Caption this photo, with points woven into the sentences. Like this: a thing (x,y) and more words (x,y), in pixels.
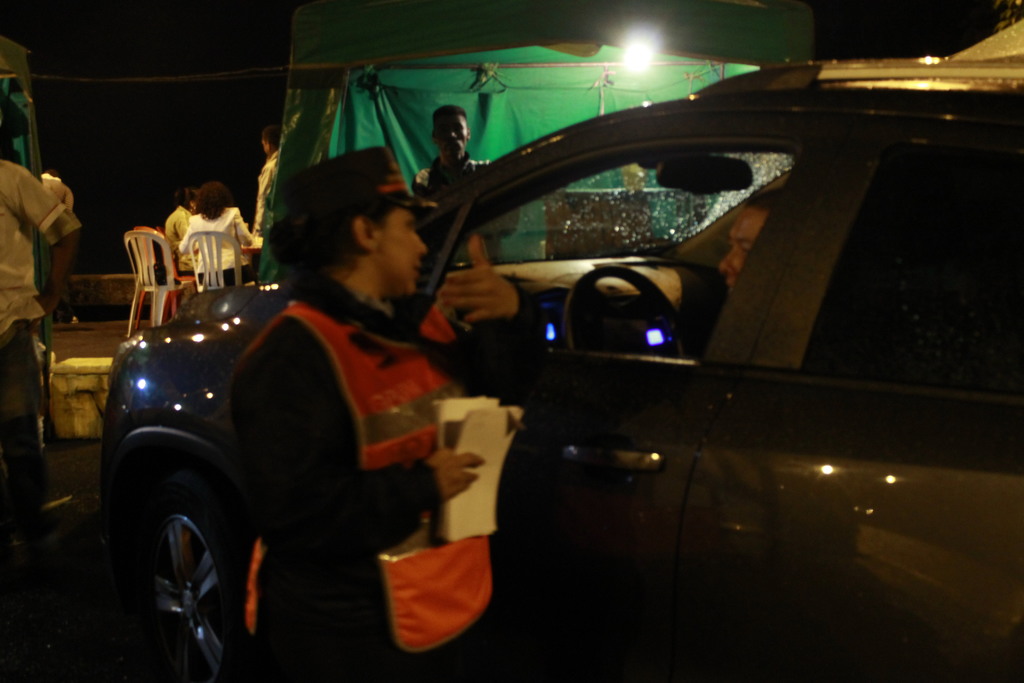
As we can see in the image, there are few persons (354,304). In the front (305,239) there is a woman (317,372) standing on road (106,625). Beside the women (363,540) there is a car (759,371). In the background (209,253) there are few chairs (205,241) and some people (198,224) are sitting on the chairs (145,241) and beside this person (219,222) there is a green color cloth (496,101).
